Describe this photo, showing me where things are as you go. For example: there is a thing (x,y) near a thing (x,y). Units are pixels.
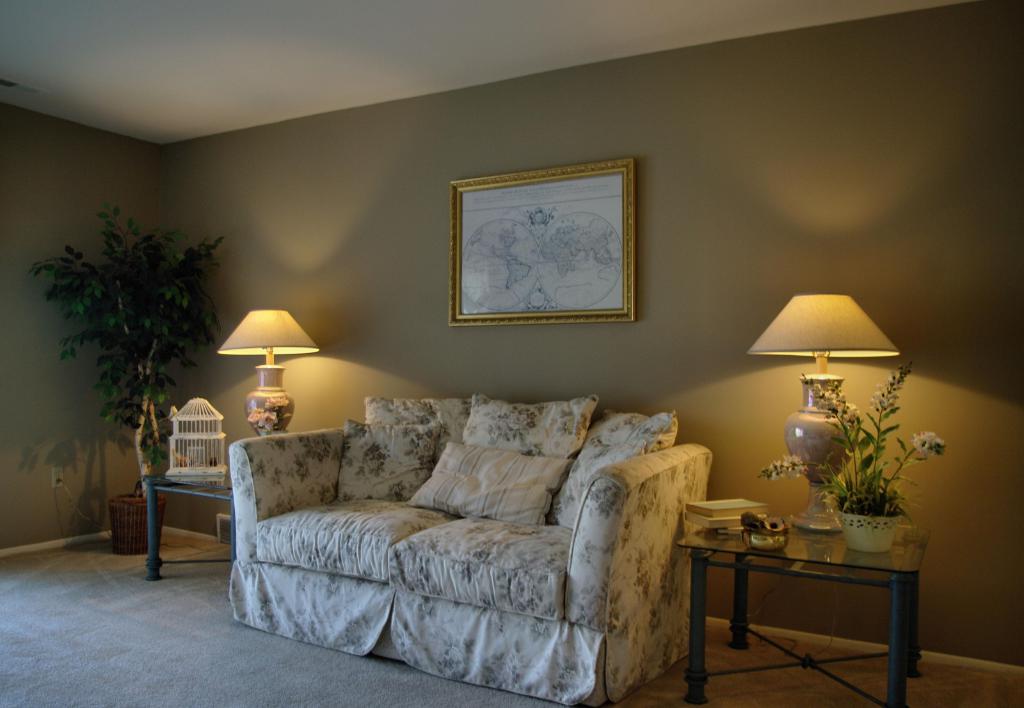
This is a picture of a room (528,478) where we have a sofa (673,500) on which there are some pillows (482,459) and to the right side of the sofa (485,435) we have a table (896,579) on which there is a lamp (805,513) and flowers (856,508) and to the other side there is a lamp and a thing (188,424) and behind the sofa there is a frame (539,211) to the wall (399,216).
